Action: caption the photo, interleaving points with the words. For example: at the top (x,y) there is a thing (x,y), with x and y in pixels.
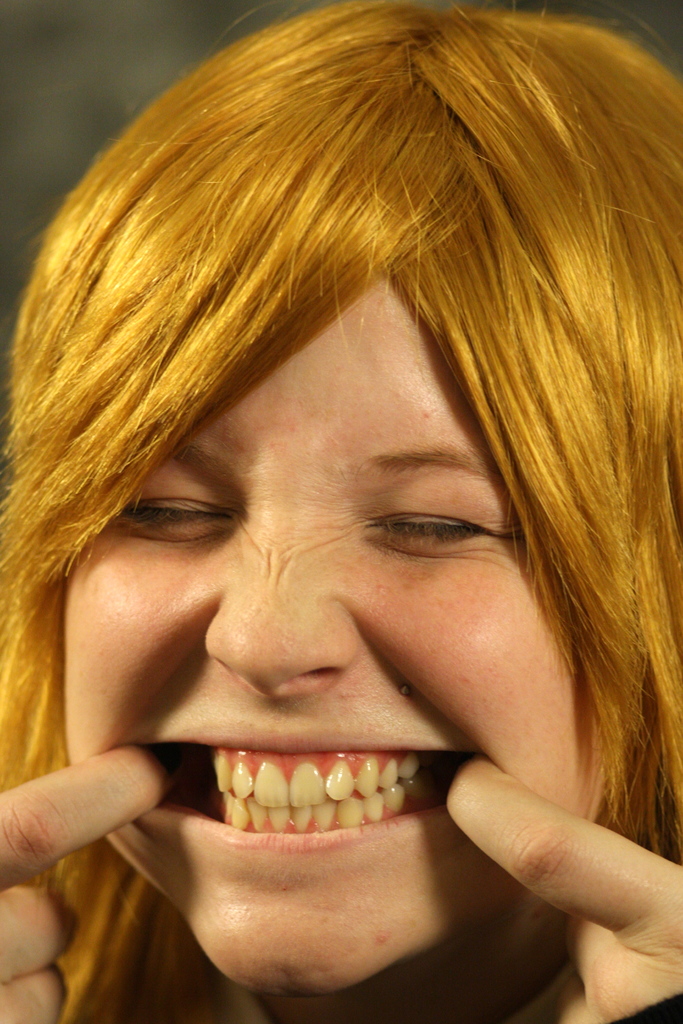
In the center of the image (234,530) we can see a lady (337,602) is opening her mouth (319,757) with fingers (475,814) and also we can see the teeth (339,780). In the background (12,229), the image is blur.
